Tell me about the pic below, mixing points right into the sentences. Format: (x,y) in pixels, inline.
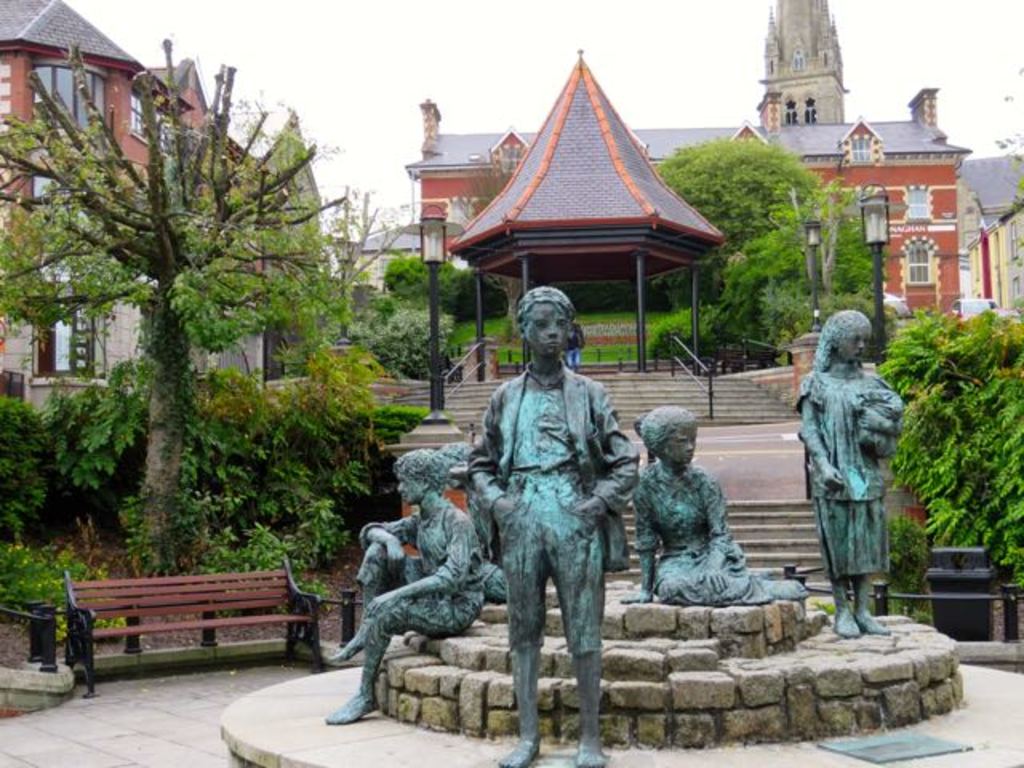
In this image there are stones (655,613) arranged in round shape. On that there are statues (598,491). In the back (195,592) there is a bench (184,624). Also there are steps (703,405). And there are trees (420,282) and light poles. And there are buildings (660,144) with windows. And there is a shed (590,188) with poles (694,326). In the background (534,36) there is sky (462,38).
